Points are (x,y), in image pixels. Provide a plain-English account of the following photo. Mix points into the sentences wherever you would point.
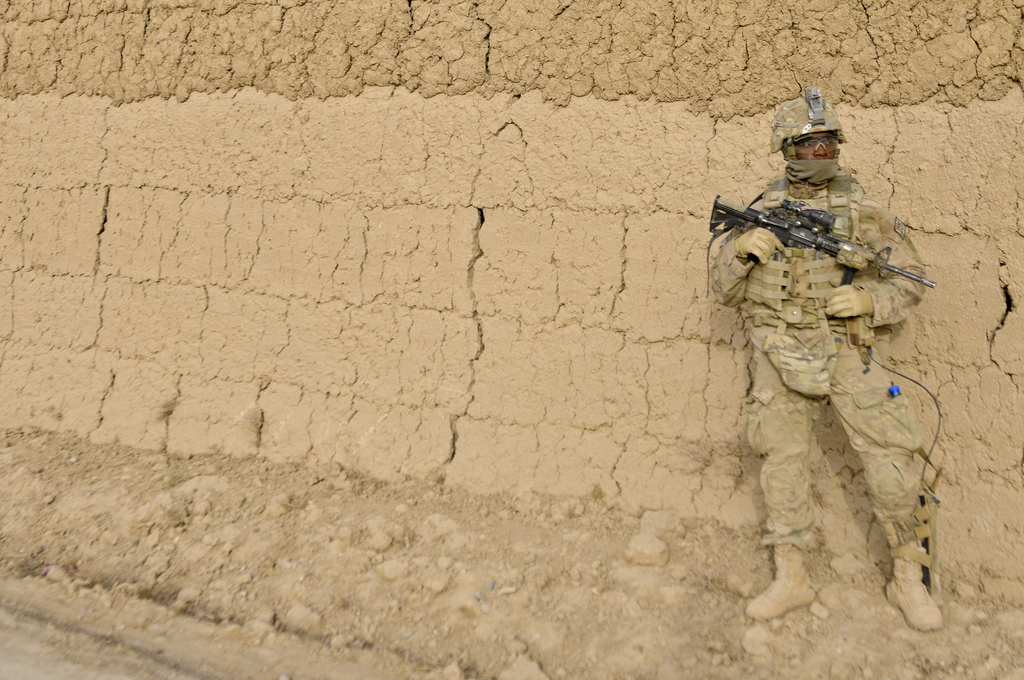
In this picture we can see an army man (906,581) with a gun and a helmet (791,107) standing on the ground (496,568) in front of a sand wall (673,266) and looking at someone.
